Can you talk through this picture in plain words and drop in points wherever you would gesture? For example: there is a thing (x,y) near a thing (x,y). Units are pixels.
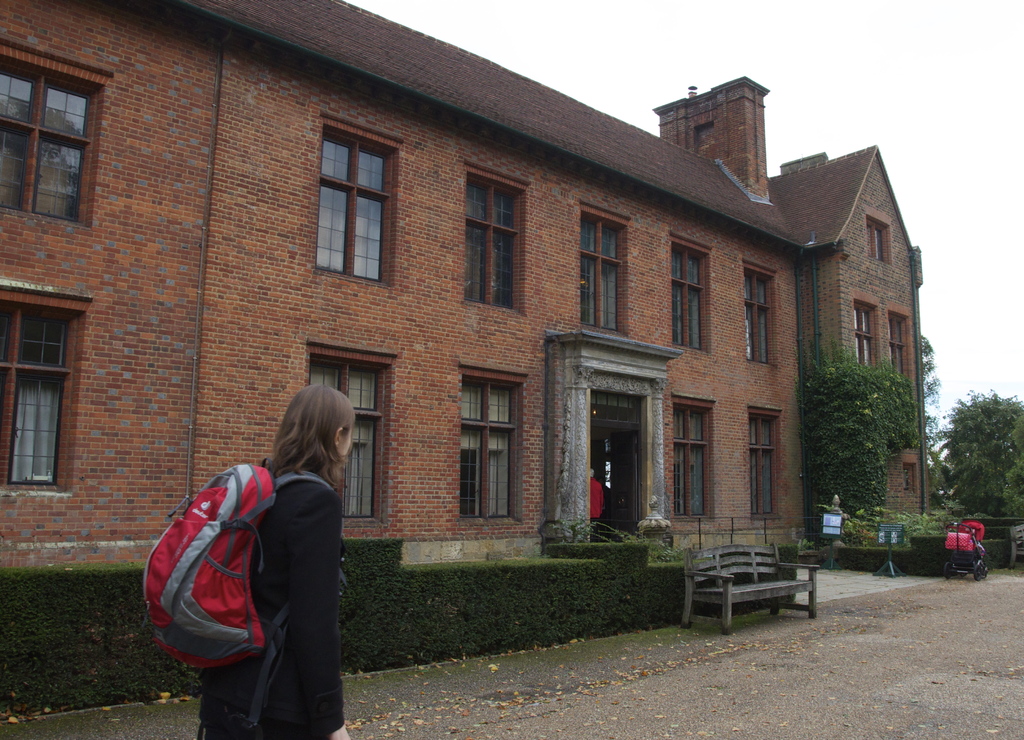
There is a building (728,285) which looks like a school (722,254) or college (657,464) beside that there is a girl (300,643) wearing red color bag (232,604) for walking towards the building (642,504), in the background (968,396) there are few trees (992,458) and sky (937,147).
